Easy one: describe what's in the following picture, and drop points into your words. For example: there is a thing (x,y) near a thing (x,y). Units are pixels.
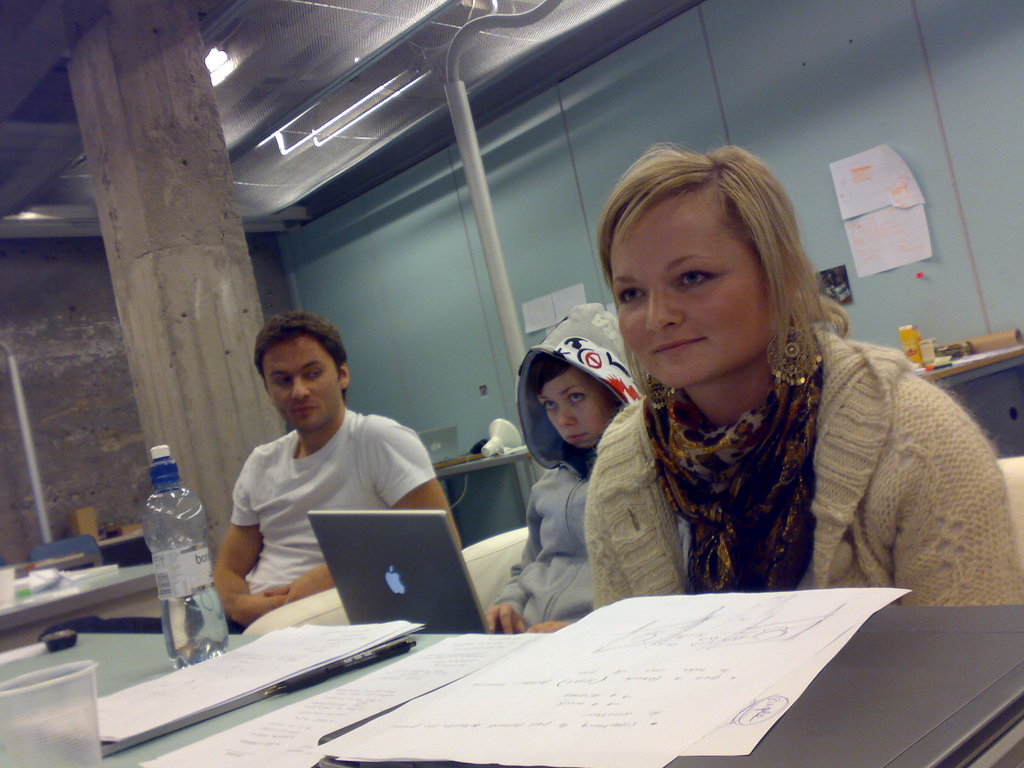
In this image, 3 peoples (234,520) are sat on the sofa (330,603). There is a table (217,732) in-front of them. Few items (313,732) are placed on it. We can see so many tables (88,601) at the background (46,568) and this left side. And background (408,301), there is a wall (445,276), rod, pillar (213,333). At the roof (234,73), there is a light (280,148).
